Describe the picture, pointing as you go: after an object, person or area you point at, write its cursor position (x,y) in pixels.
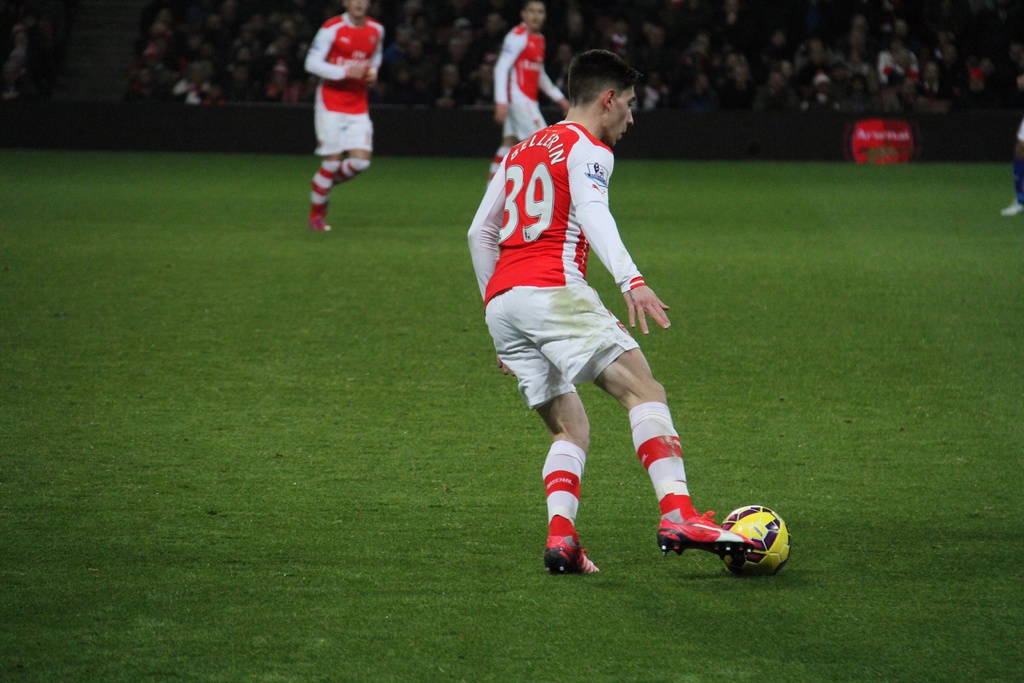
In this picture we can see some people (552,239) and a ball (737,528) on the grass (373,284) and in the background (974,26) we can see a group of people (640,37) and an object (857,144).
